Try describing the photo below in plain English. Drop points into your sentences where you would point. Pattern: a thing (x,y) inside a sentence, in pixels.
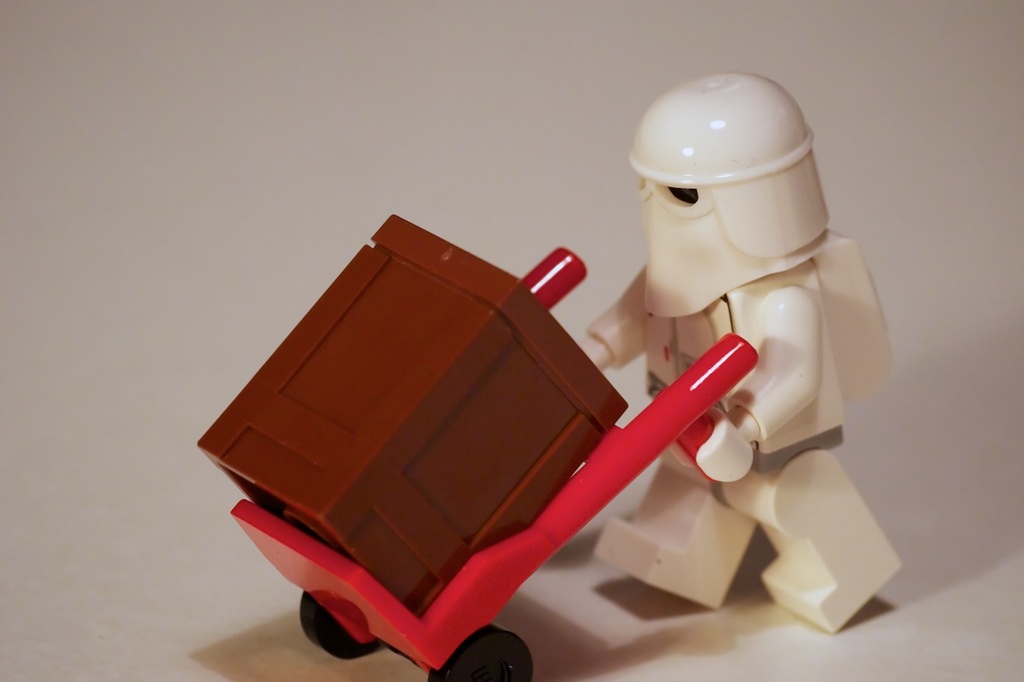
In this image, we can see a white color toy (774,328) and there is a red color trolley (470,563) with black color wheels (471,640), there is a brown color box (412,475), there is a white color background (476,126).
